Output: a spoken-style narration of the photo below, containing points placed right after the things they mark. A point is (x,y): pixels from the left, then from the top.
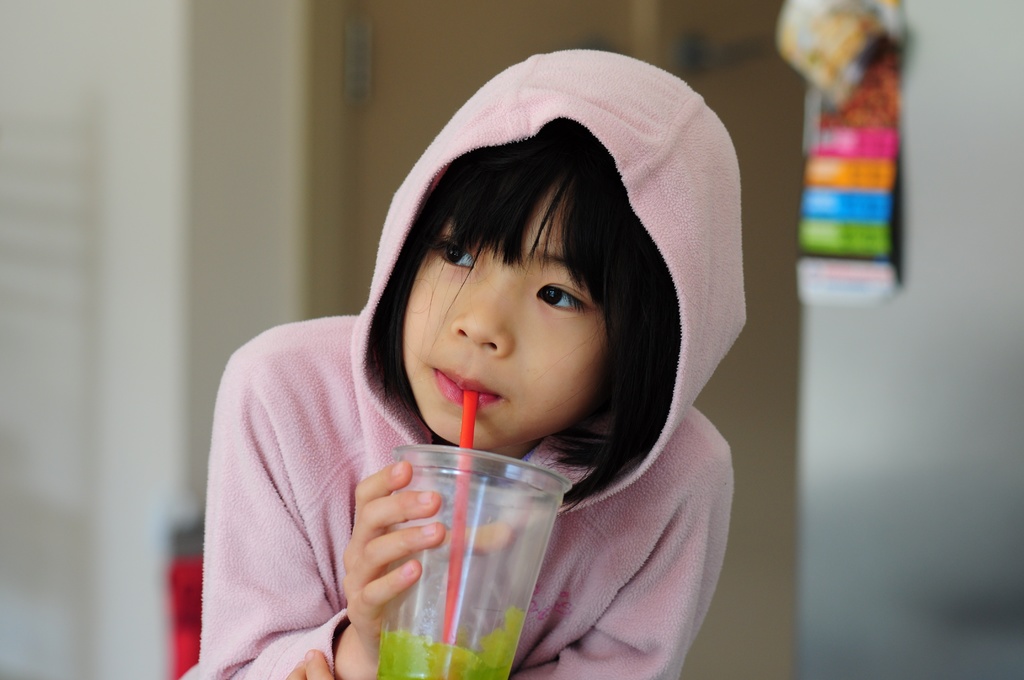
In this image we can see a person (579,380) and having some drink (425,625). There is an object (836,166) on a wall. There is a door (468,68) behind a person (521,425).
